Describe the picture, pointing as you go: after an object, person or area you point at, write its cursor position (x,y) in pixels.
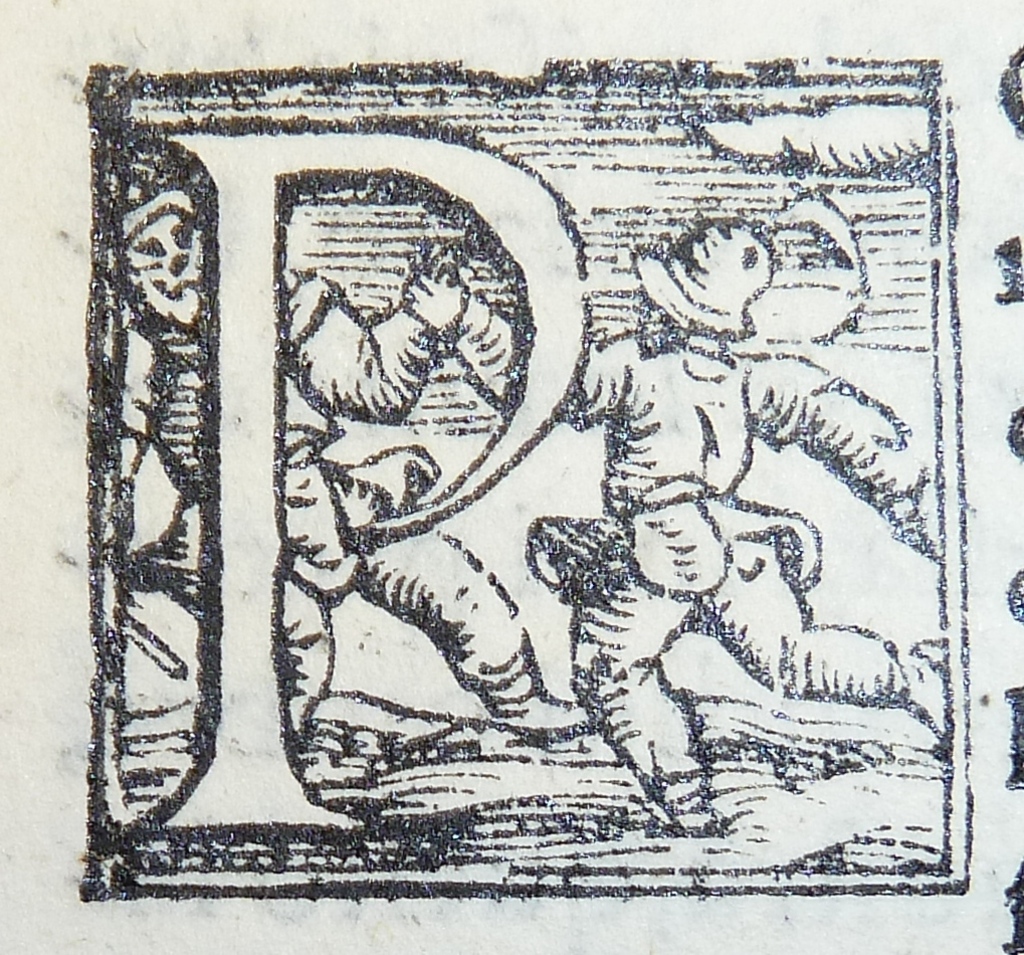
This image consists of a paper (616,880) with a print (362,835) on it. There is a print (451,643) of a few images (574,606) on the paper (729,861).
